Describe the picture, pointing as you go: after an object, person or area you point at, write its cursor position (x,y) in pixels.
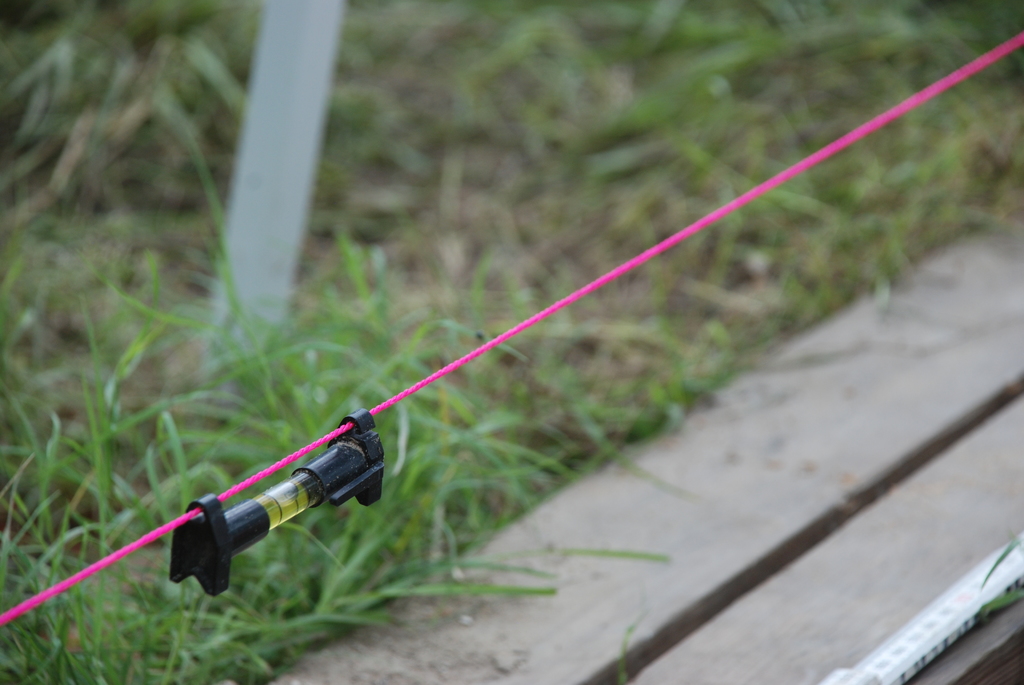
In this image I see the pink color rope (934,93) on which there is a black color thing (269,503). In the background (412,415) I see the green grass (451,300) and I see the brown color thing (742,480) over here and I see that it is blurred in the background (983,89) and I see the white color thing (333,25) over here.
